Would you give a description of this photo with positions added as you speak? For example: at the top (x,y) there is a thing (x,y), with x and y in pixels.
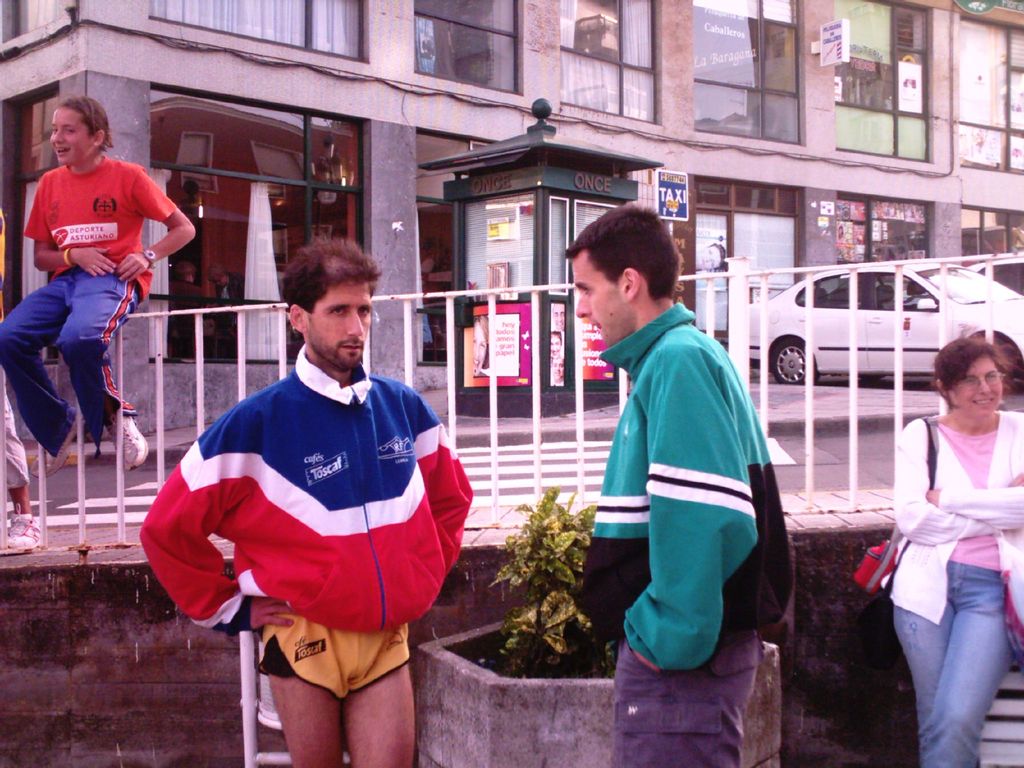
In this picture there are three persons (929,494) standing and there is a person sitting on the railing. At the back (114,461) there is a railing (857,449) and there is a plant (570,637). There are vehicles (771,297) on the road (844,447) and there are buildings (931,57). There are hoardings (675,200) on the buildings (736,183). At the bottom (102,526) there is a road (782,482). There are curtains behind the windows (615,59).
